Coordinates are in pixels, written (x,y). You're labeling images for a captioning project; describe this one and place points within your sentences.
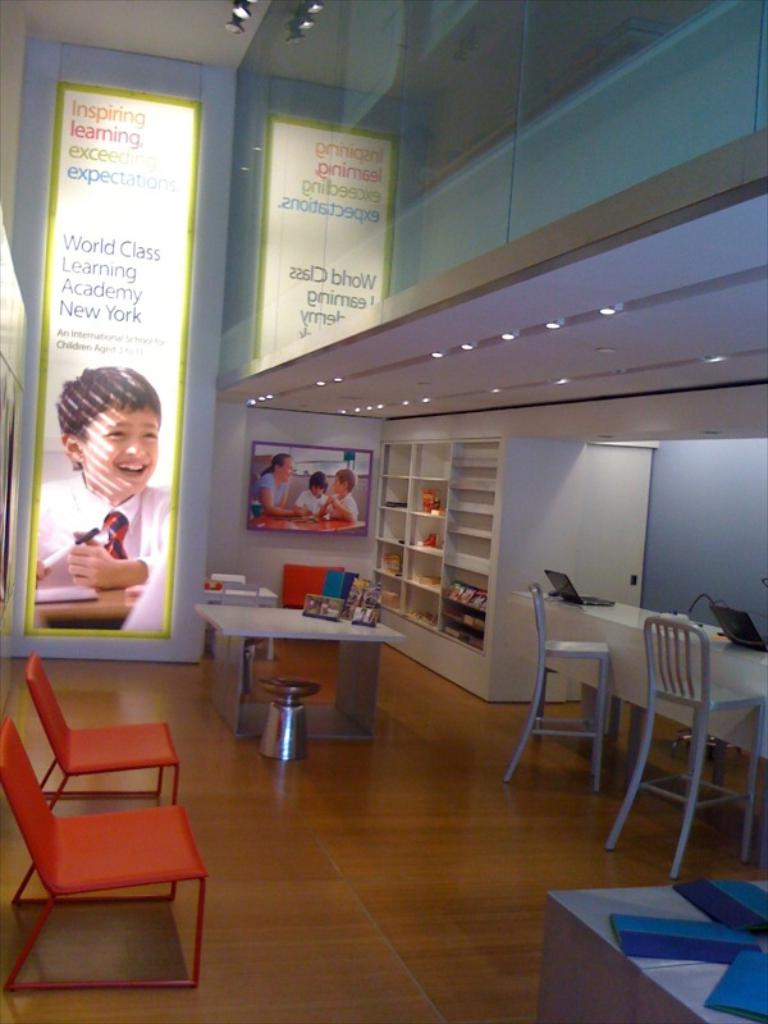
It seems like the picture is captured inside an organisation, there are two banners (88,295) and in front of the banners (160,596) there is a table (262,625) on the table (262,625) there are some objects (373,618). On the right side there are shelves (398,578) and in the shelves (416,525) of the cabinets (434,531) there are some objects (474,620), on the right side (601,632) there is a table (586,624) and on the table (602,639) there are two laptops (724,621) and there are two chairs (649,695) in front of the table (633,653), there are two empty chairs (78,764) on the left side of the image (62,754).
